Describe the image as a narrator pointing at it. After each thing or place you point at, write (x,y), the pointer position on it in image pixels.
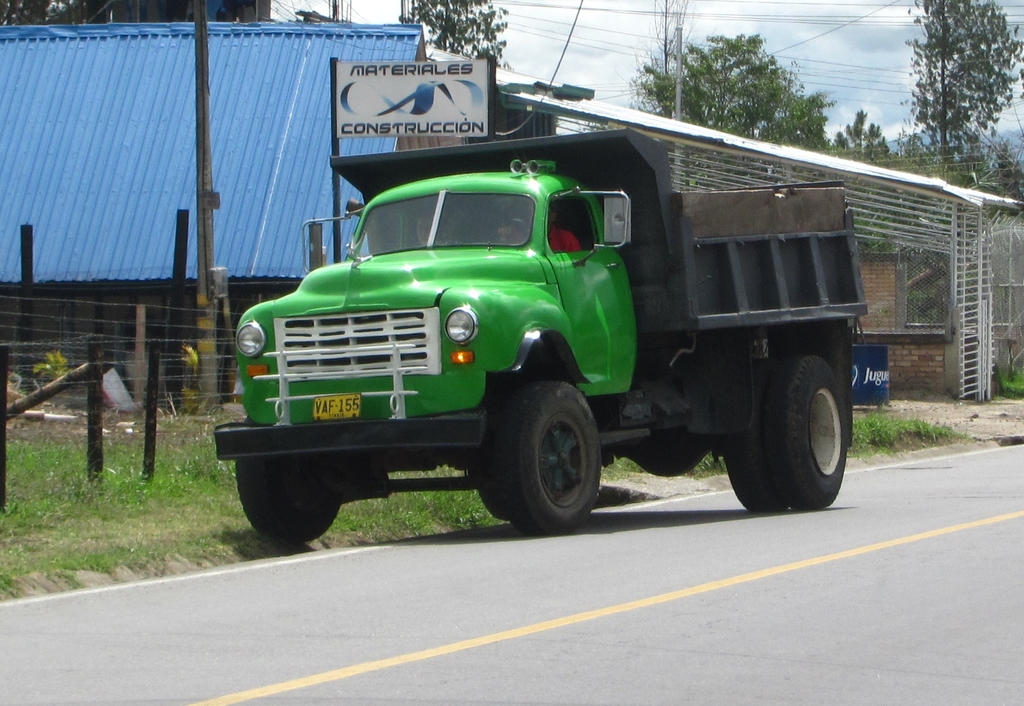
In front of the image there is a vehicle (409,298) on the road (692,579) and there are two people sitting inside the vehicle (531,266). Behind the vehicle (636,281) there are boards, poles (29,337). There is grass (143,516) on the surface (119,504). There is a fence (82,376). There are electrical poles (204,351) with cables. There is a metal shed (946,192). In the background of the image (950,83) there are trees (961,90). At the top of the image (868,34) there are clouds (878,52) in the sky (880,52).
